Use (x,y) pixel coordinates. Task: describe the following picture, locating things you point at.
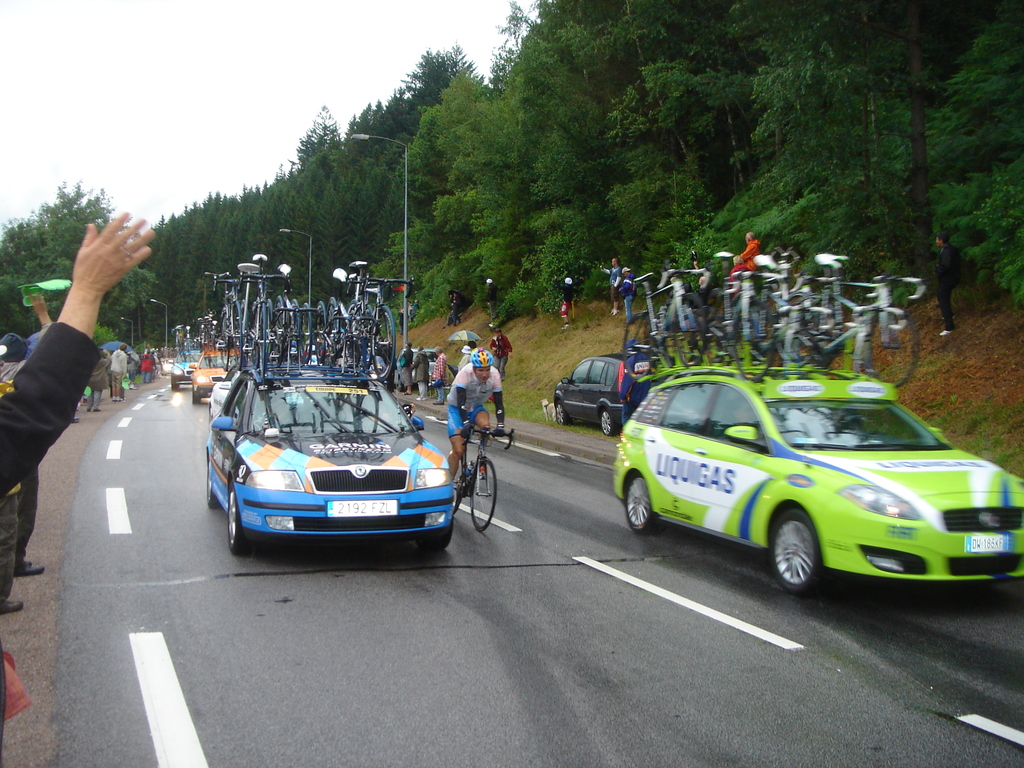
In this picture we can see cars (206,400) with bicycles (279,311) on it and a person (473,379) riding a bicycle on the road (196,416) and a group of people (10,496), dog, umbrellas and some objects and in the background (147,326) we can see trees (380,225), poles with lights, sky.
